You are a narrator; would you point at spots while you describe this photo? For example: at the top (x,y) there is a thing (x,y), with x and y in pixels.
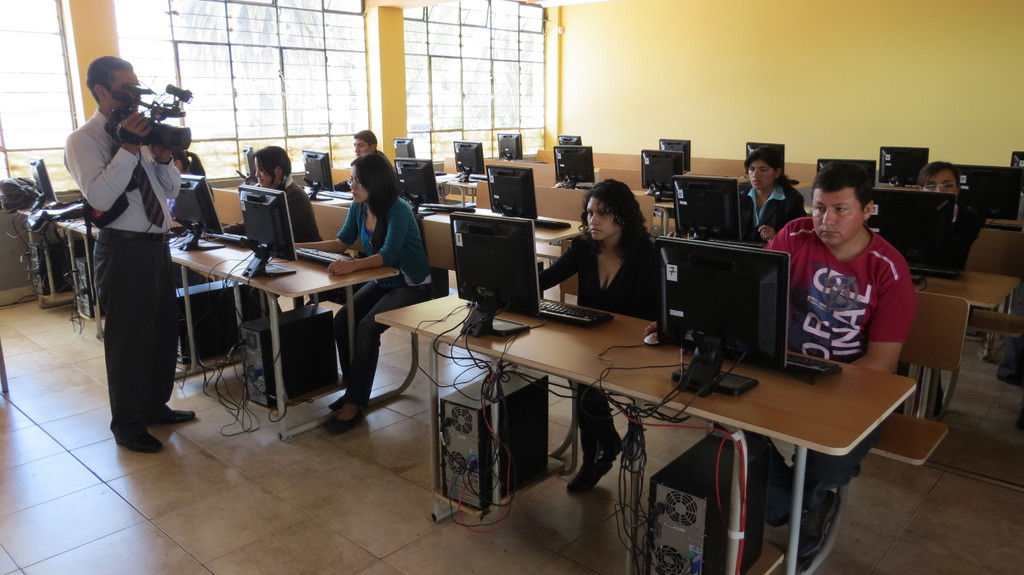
Here this is the inside view of a room (116,382). and here there are so many systems (730,317) present in this room (732,383). And if we observe there are four members (341,264) sitting on the bench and looking in to the system (256,228). And also on the right side (856,165) there are four people (850,183) sitting on the bench (606,355) and observing into the system (514,286). And one more person (113,66) is standing here and holding the camera (163,112). Coming to the background (384,62) there is a yellow colored wall (873,107). On the left (196,23) there is a window (446,120). And this is the floor (275,524).
